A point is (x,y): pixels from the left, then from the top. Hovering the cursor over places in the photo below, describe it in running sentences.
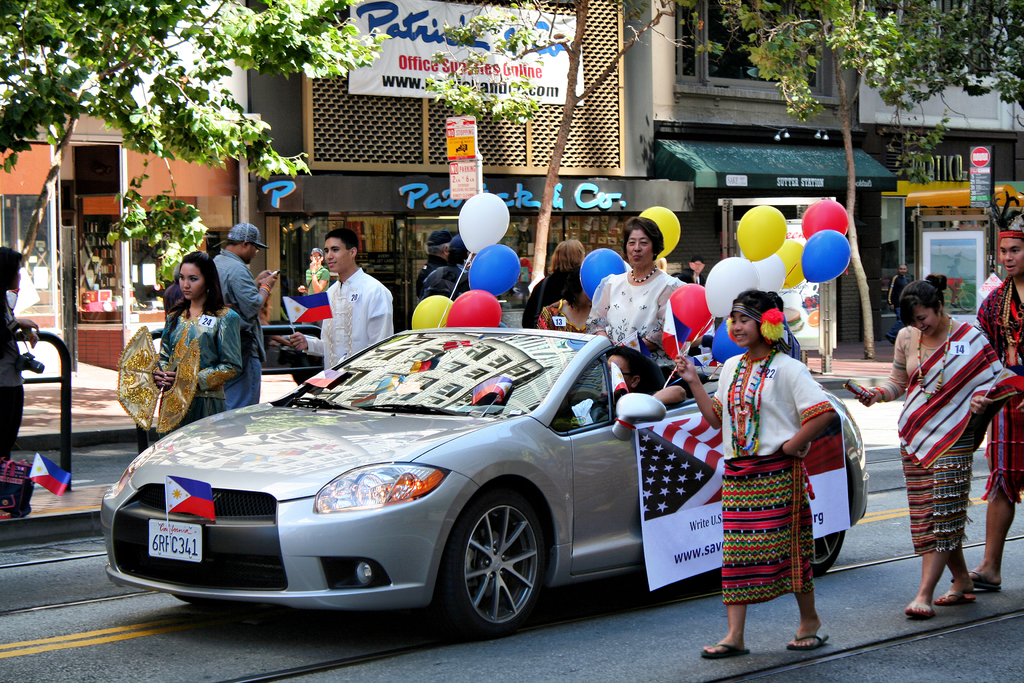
In this image I can see the group of people (774,511) walking on the road (563,656). Some people (636,275) are holding the balloons (686,310). There is also a car (281,518) on the road (589,638). There are trees (178,58) and the building (388,137). To the building (501,147) there are some boards (531,95) attached.
